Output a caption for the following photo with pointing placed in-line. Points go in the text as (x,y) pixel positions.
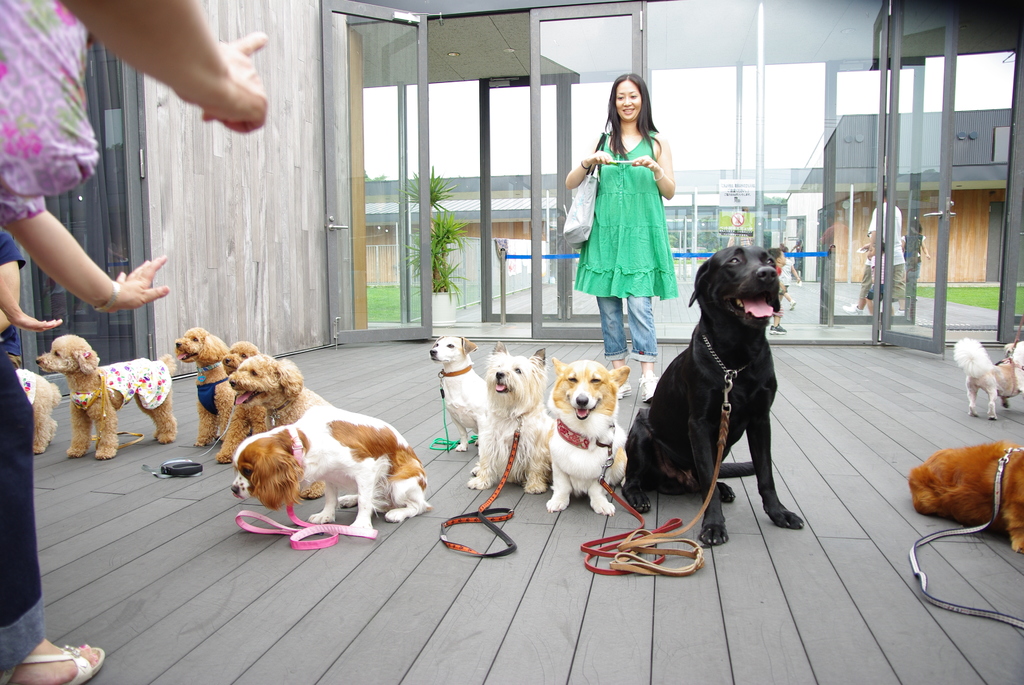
In the image we can see there are many dogs (465,385) of different colors. This is a dog belt (630,555), wooden surface (614,627), glass door (571,266), plant (445,281), grass (371,307), buildings (914,228) and a white sky (448,137). We can see there are even people (92,269) wearing clothes (622,264), this is a handbag (586,232) and this is a device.
